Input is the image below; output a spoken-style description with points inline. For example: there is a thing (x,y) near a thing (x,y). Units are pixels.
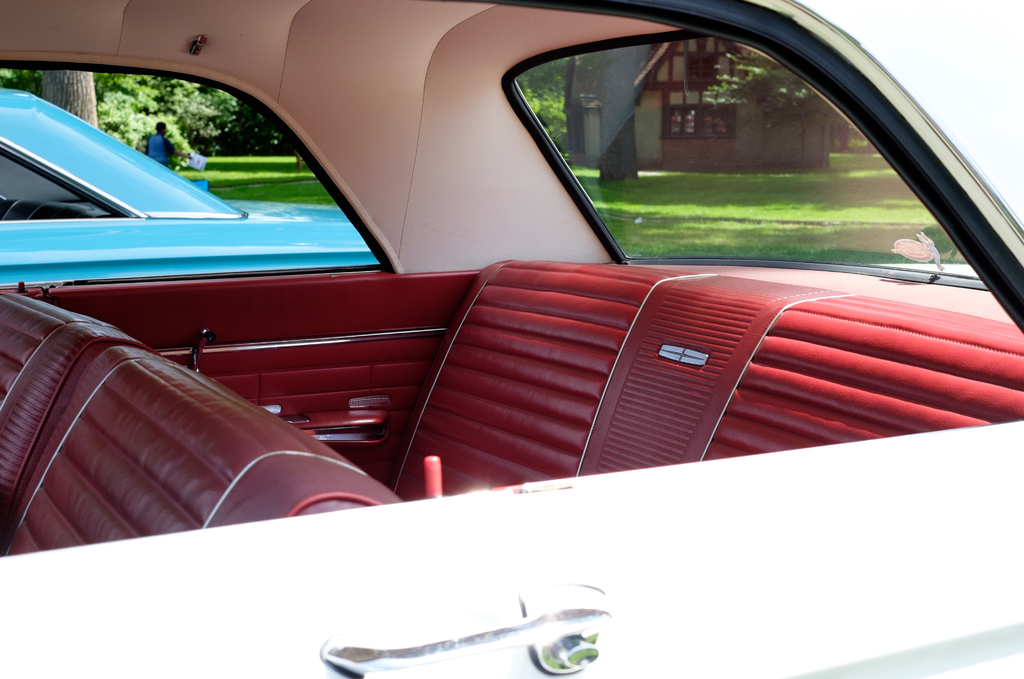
In this image I can see two cars (277,230). Inside the car (610,355) there are red color seats (183,375). In the background (172,131) there are many trees (173,116) and a house (650,116). On the ground (685,220), I can see the grass (697,216). On the left side (163,136) there is a person (163,136).
